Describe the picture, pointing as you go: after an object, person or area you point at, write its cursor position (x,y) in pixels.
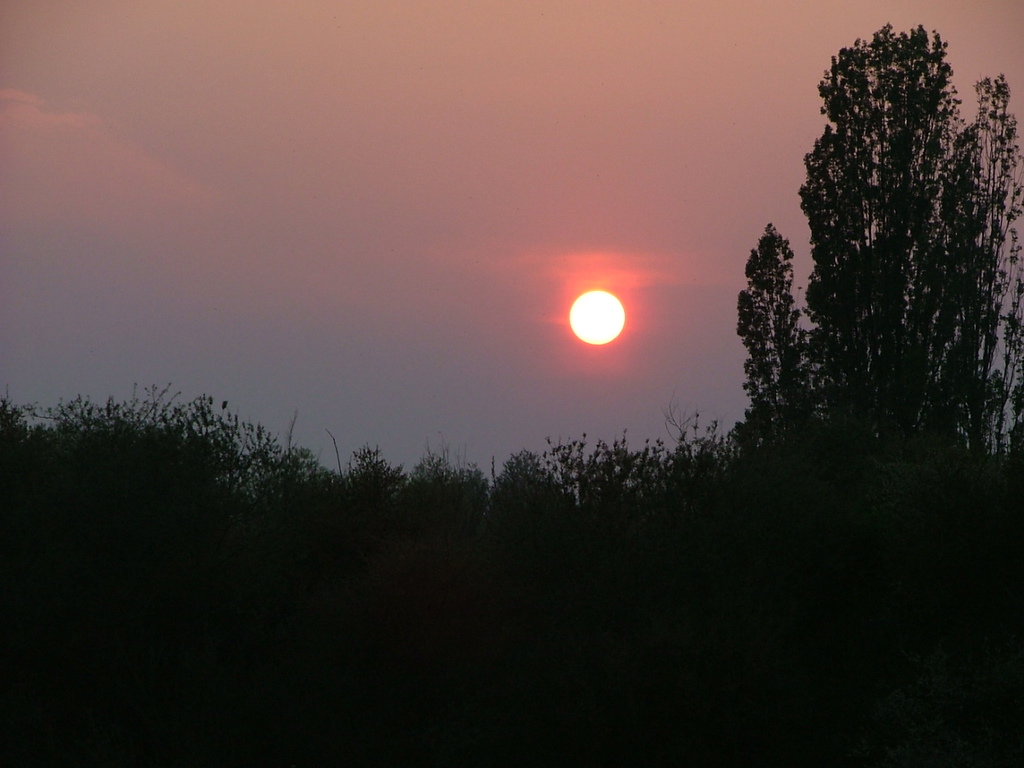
In this image I can see few trees (322,592) and in the background (651,314) I can see the sky (336,239) and the sun (604,336).
